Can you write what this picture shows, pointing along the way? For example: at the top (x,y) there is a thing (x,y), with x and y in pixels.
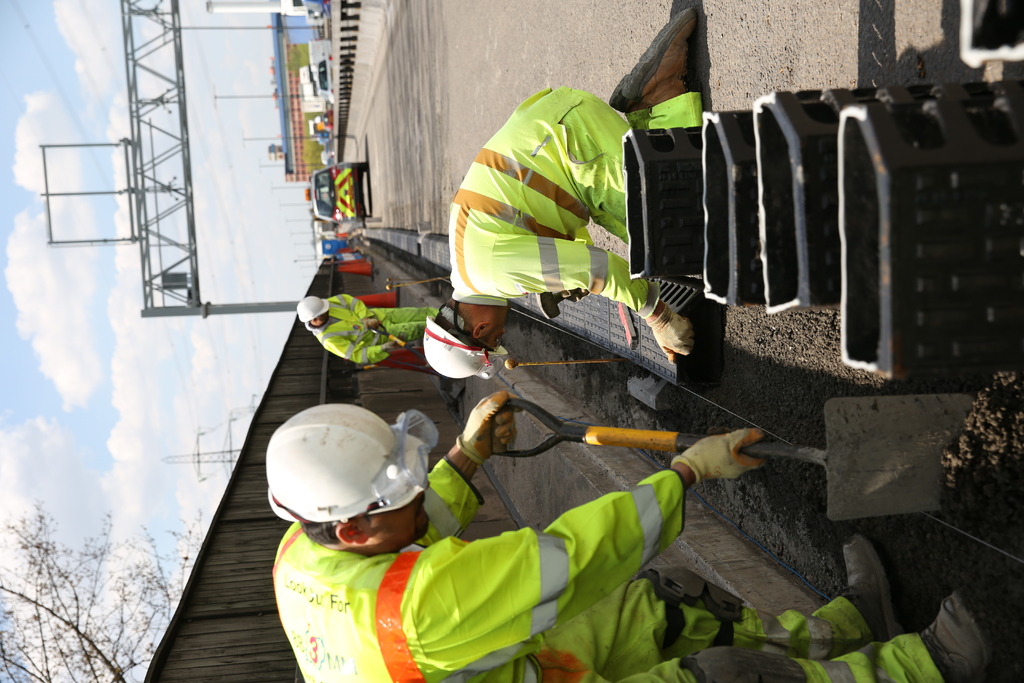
In this image I can see three persons (447,587) and they are wearing green color dresses (868,622) and holding some objects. Background (157,441) I can see few vehicles (321,192), towers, buildings (285,179), poles (246,140) and the sky (103,400) is in blue and white color and I can also see the dried tree (82,640).
